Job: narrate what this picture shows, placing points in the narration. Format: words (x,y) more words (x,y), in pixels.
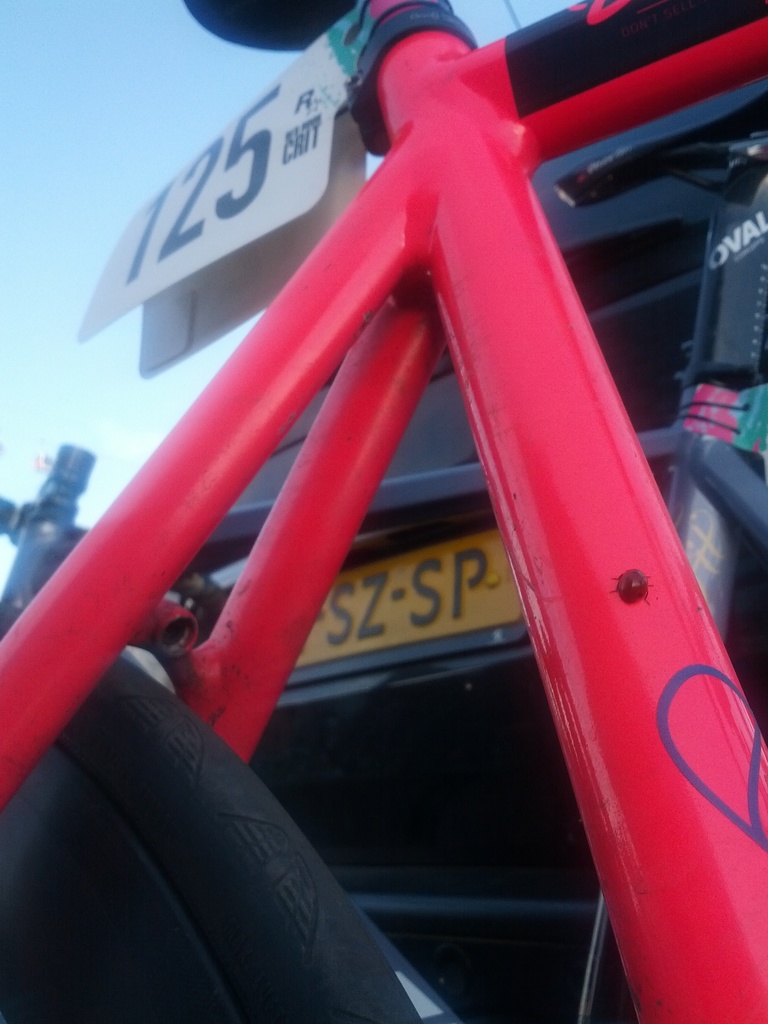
In this image we can see a bicycle (367,309). In the background of the image (399,462) there is a car (496,586) with number plate (370,590).
